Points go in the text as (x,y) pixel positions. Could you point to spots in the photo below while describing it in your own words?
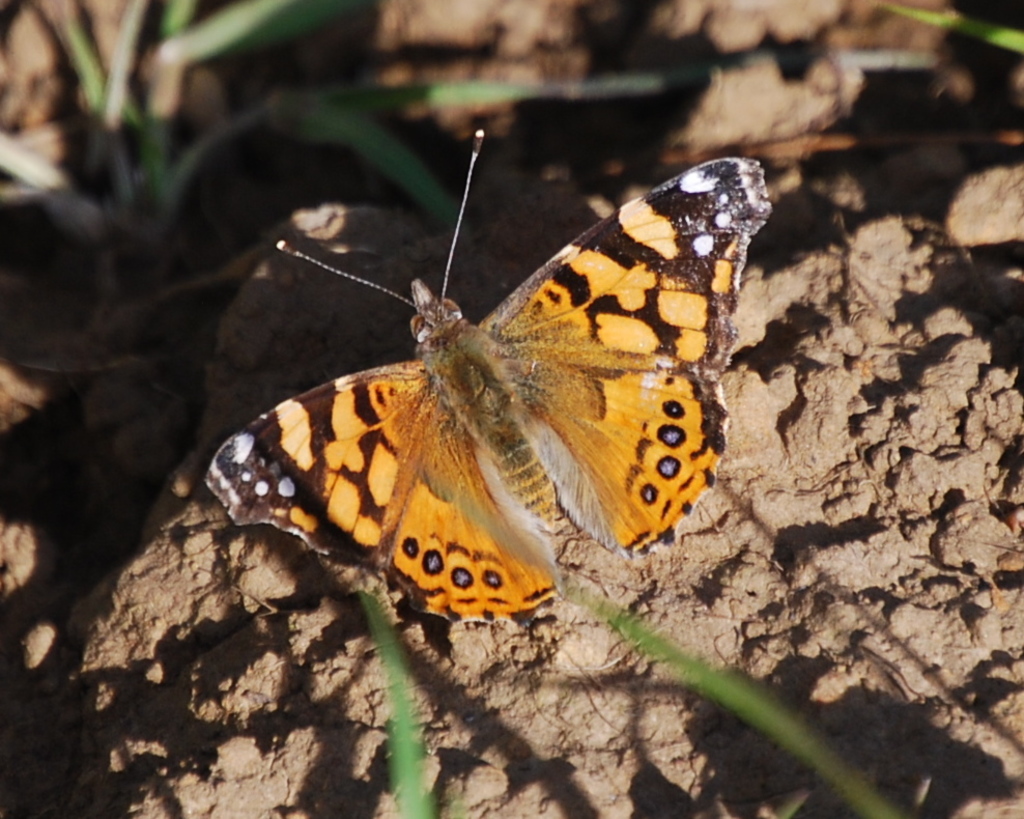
In this image, we can see a butterfly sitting on the stone (244,397), there is a blur background (410,7).
